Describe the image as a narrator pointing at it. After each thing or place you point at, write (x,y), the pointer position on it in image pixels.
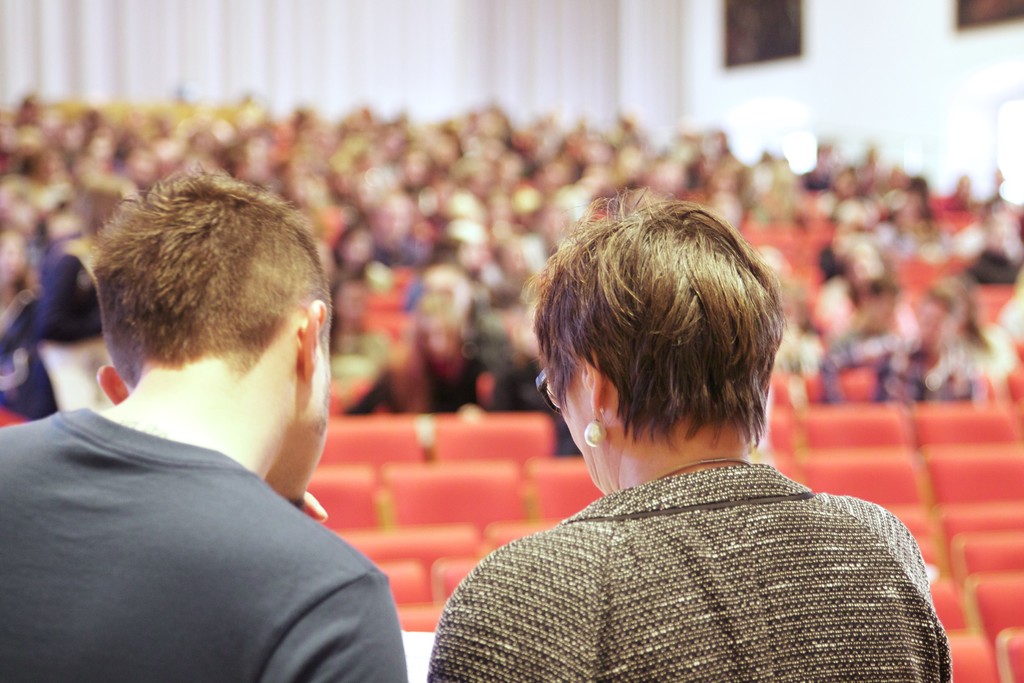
In this image, we can see two persons (541,582) standing, in the background (970,557) there are some chairs (821,480) and there are some people (693,167) sitting on the chairs (1008,478).
